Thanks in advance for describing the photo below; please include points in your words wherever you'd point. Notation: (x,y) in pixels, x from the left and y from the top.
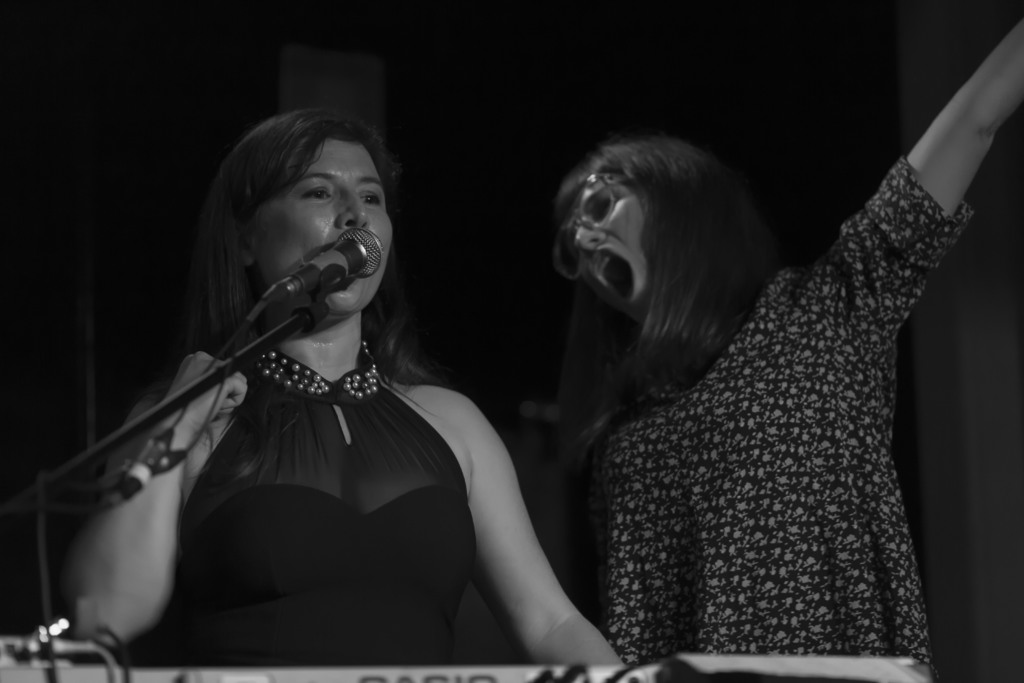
As we can see in the image there is mic (323,270) and there are two persons (416,418) wearing black color dresses (662,474). The image is little dark.
